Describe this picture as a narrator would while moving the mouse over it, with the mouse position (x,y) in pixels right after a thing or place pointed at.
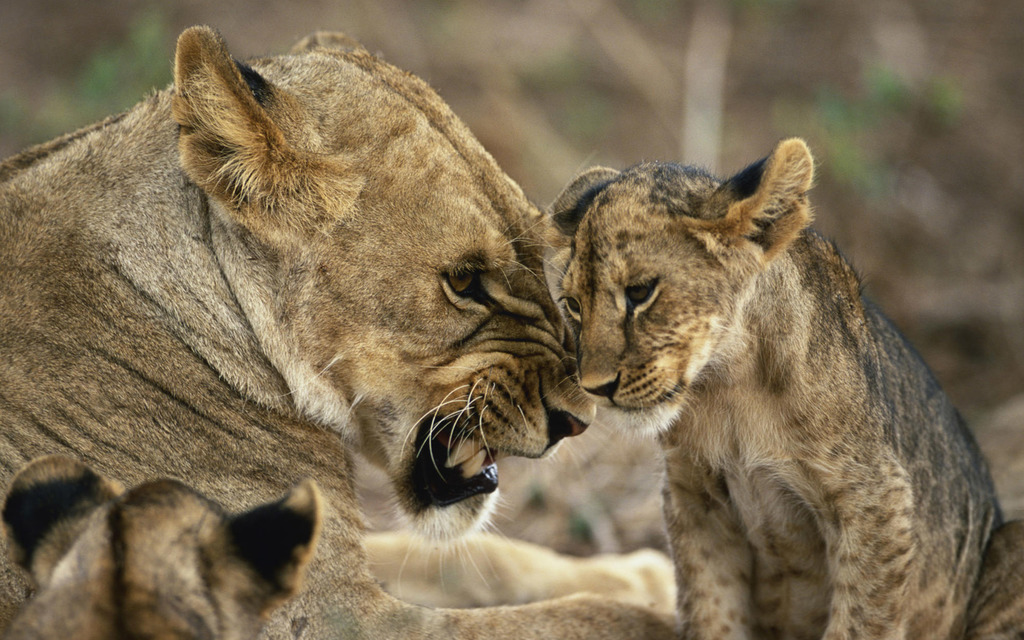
Here in this picture we can see a lion (373,203) and its cubs (637,235) present.
